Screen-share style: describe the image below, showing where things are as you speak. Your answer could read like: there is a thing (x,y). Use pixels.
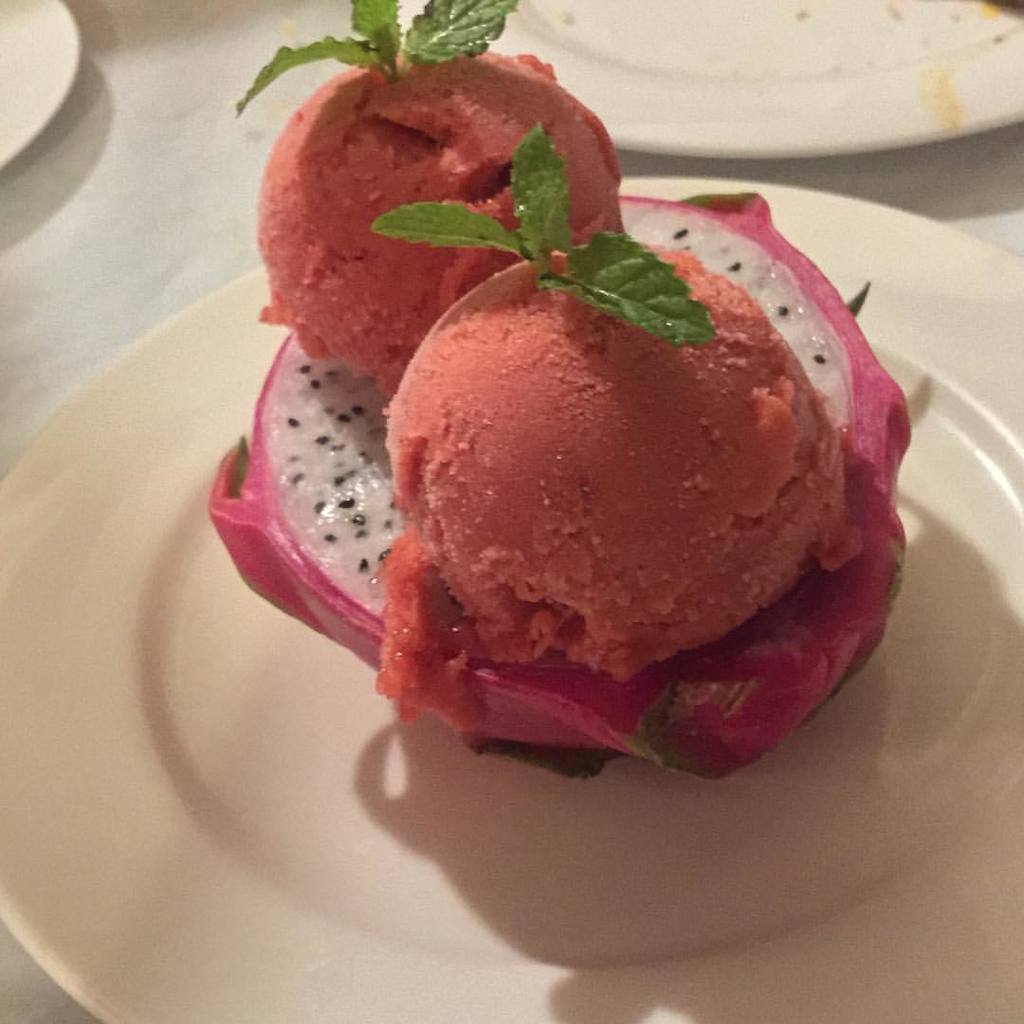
In this image we can see a fruit (366,452) and some food item (640,543) in the plate (933,518) and plates (791,37) on the table (163,194).
